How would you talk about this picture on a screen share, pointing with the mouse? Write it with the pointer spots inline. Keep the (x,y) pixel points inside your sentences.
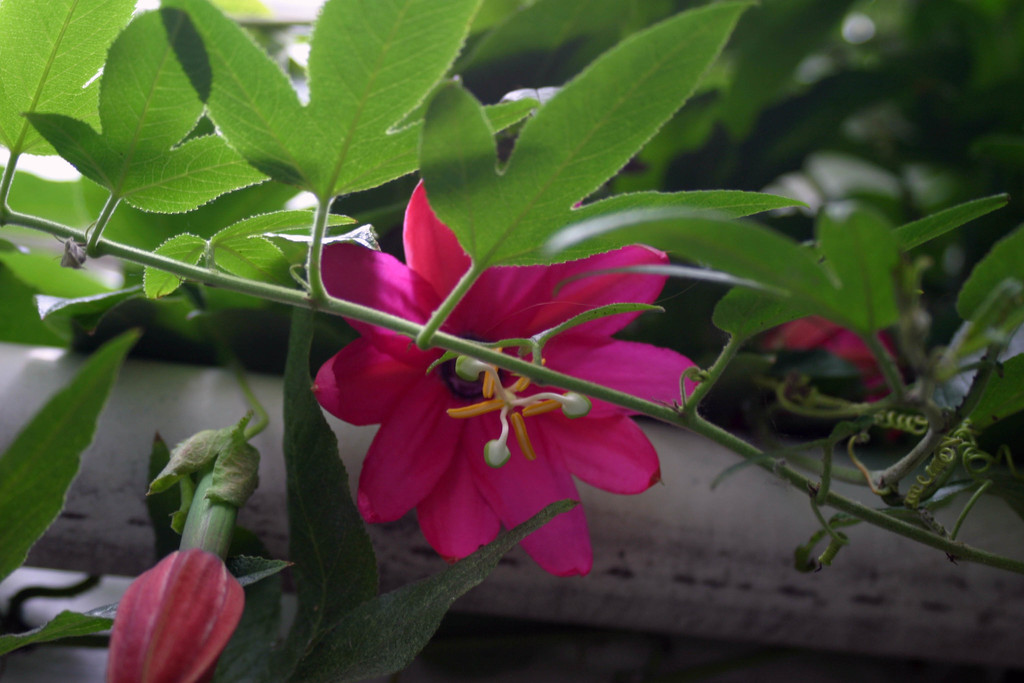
There is a plant (387,449) which has flower (322,383) and bud (215,464). This flower (411,434) is in pink color.
